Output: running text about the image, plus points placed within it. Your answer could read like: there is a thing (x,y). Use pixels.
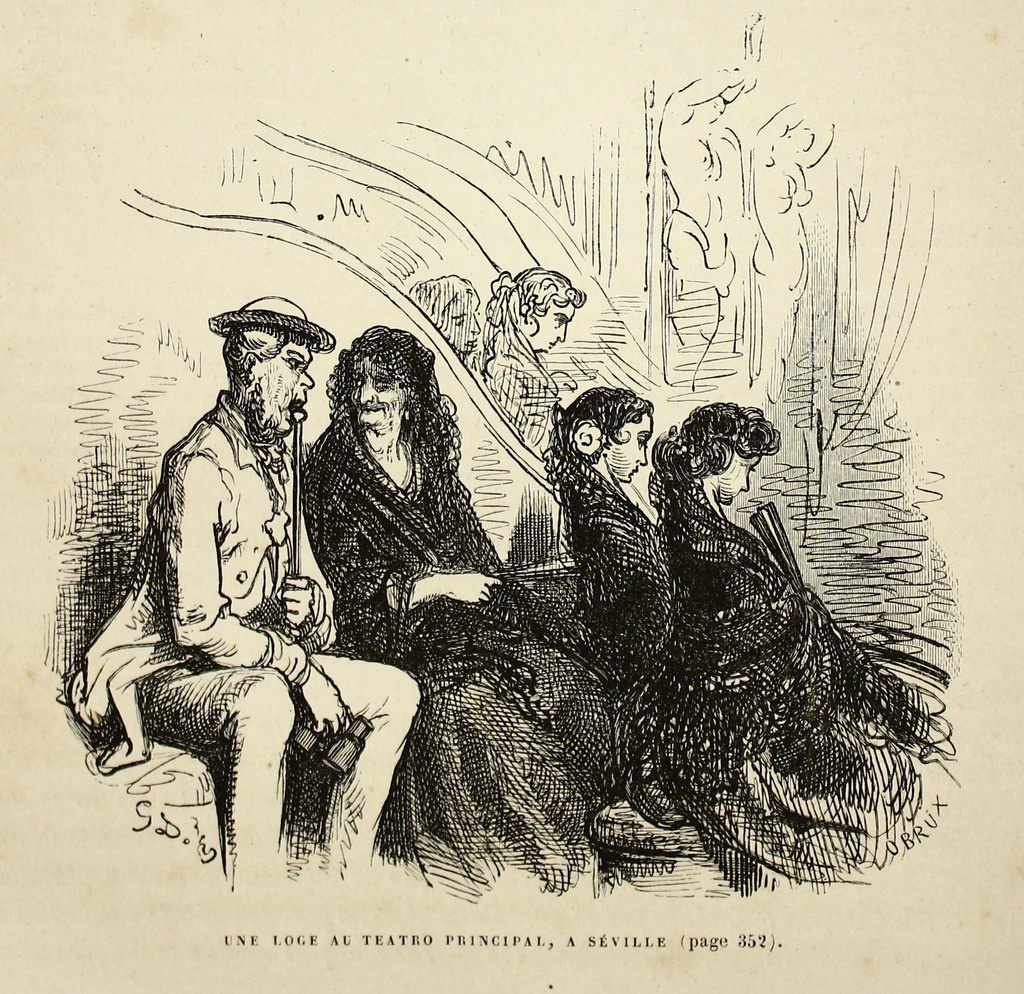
This is the picture of a sketch (684,251). In this image we can see the people (642,615) sitting. In the background (524,378) we can see the people (512,382). At the bottom portion of the picture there is something written.
